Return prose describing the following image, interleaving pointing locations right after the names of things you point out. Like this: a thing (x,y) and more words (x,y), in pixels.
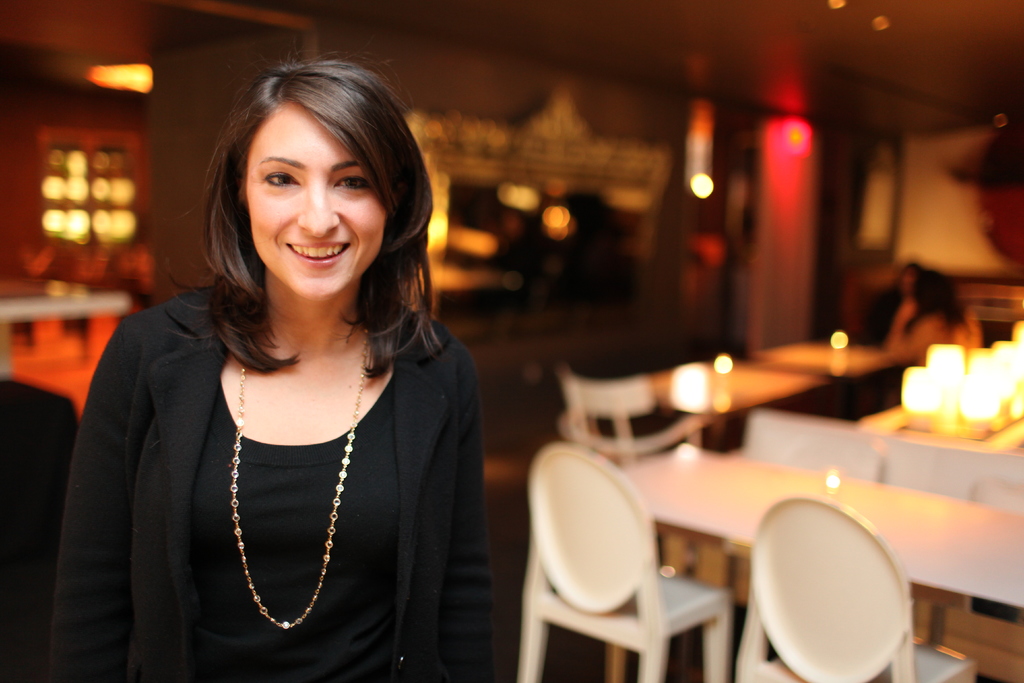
In this image I can see a woman (89,640) is standing, I can also see a smile on her face (302,230). In the background (680,576) I can see number of chair (960,677) and tables (829,360).
